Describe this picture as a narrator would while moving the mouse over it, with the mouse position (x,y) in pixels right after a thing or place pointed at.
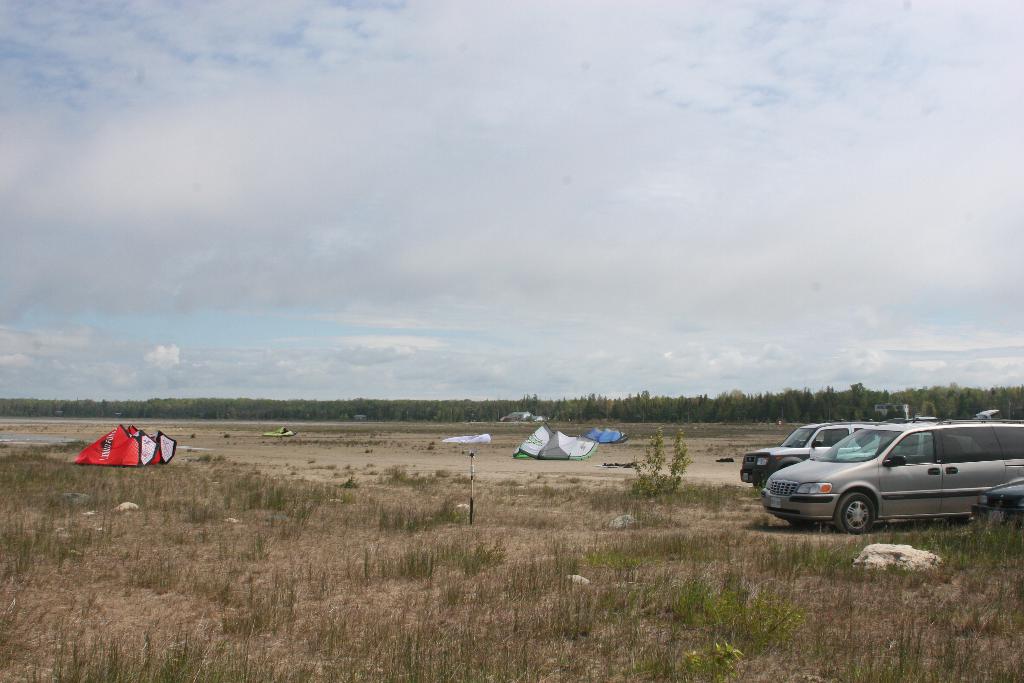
In the foreground of the picture (562,602) there are grass (726,566) and stones (859,561). On the right (844,486) there are cars (786,491). In the center of the picture (613,436) there are kites (606,436). On the left (105,459) there are kites (95,463). In the background (575,414) there are trees (529,404). Sky (440,170) is cloudy.
